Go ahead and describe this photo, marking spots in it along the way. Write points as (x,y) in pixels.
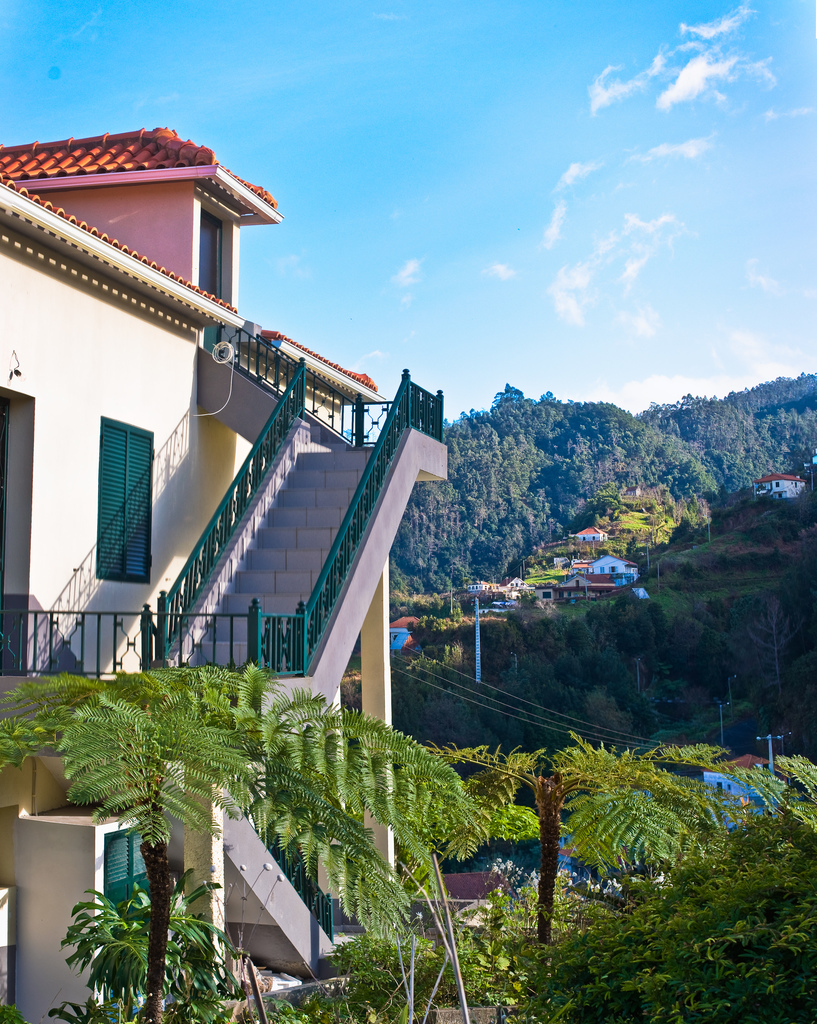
In this picture we can see trees (533,667), buildings (94,317), steps (309,465), windows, poles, wires (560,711), mountains (660,582) and in the background (517,280) we can see the sky (521,183) with clouds (681,79).
